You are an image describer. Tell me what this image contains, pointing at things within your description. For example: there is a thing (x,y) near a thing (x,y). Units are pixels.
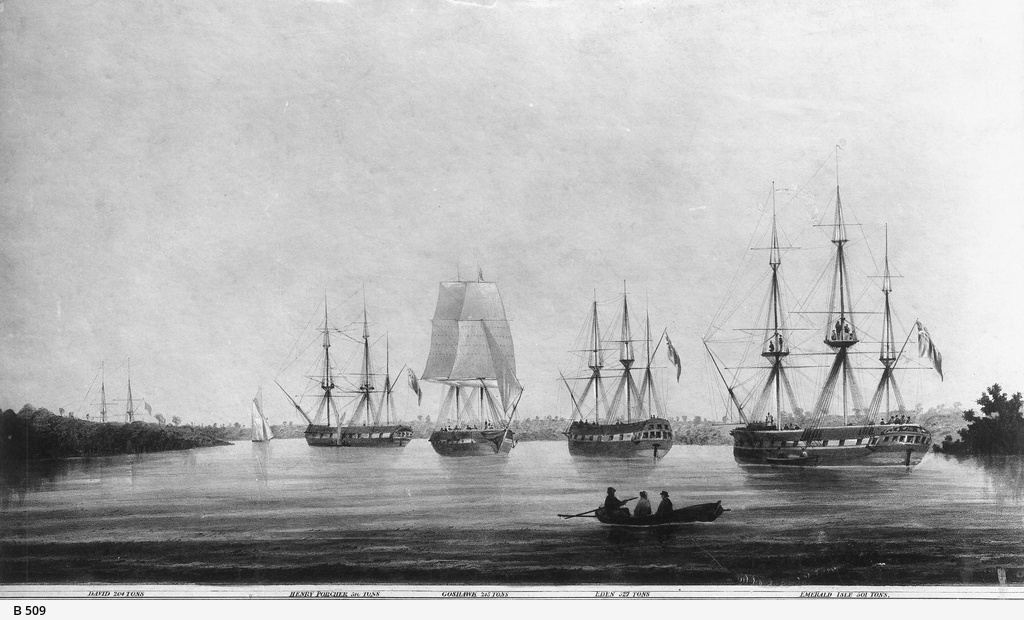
In this picture I can see a sketch image. I can see ships (574,445) on the water (564,460). I can see trees (981,429) on the right side (983,431). I can see the sky (510,160) is clear.
